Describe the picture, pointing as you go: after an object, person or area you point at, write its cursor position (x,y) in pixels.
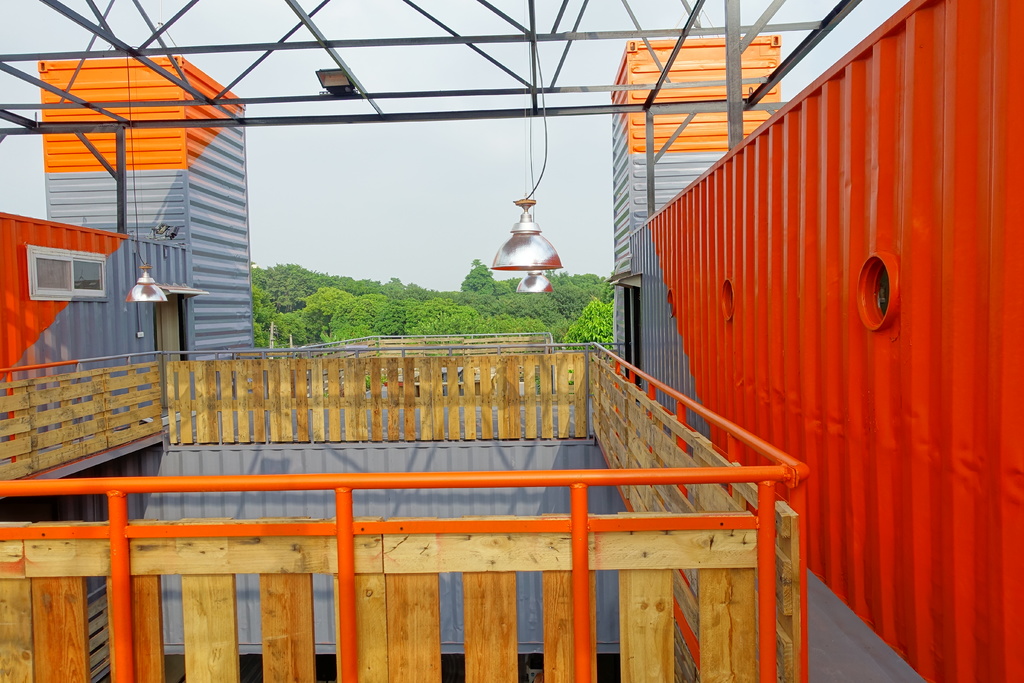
This picture shows buildings (62,62) and we see few metal rods (562,113) and few lights (135,286) hanging to it and we see trees (463,301) and a cloudy sky (384,211).
